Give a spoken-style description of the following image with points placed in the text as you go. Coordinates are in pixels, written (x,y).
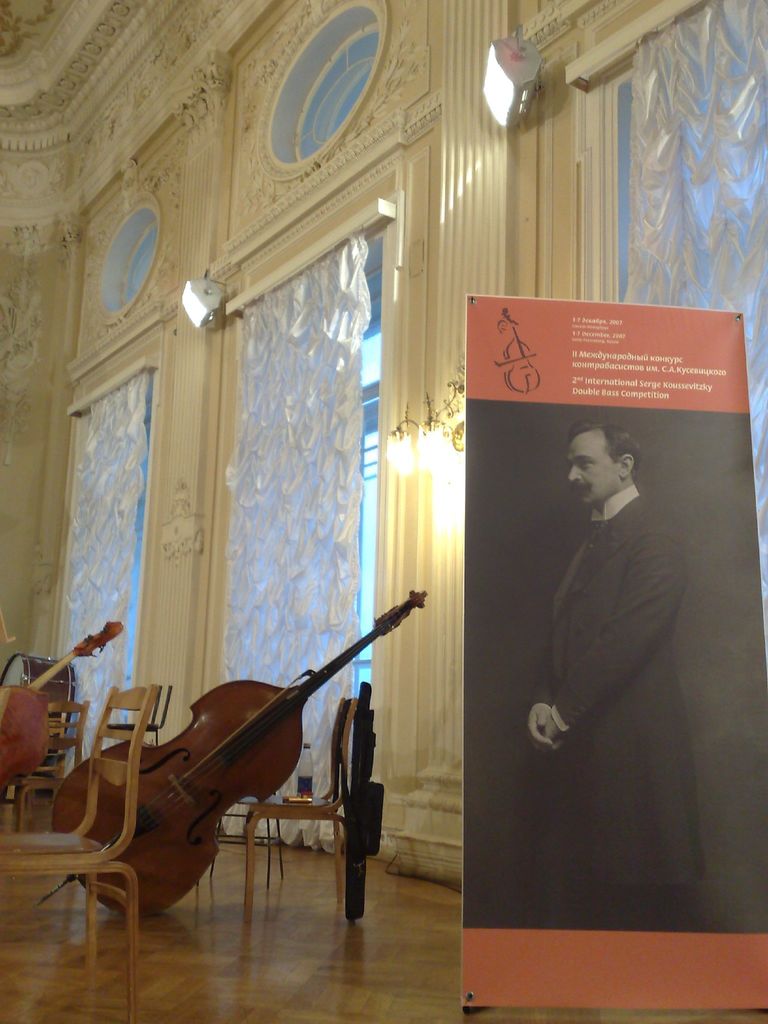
A flex board (582,568) is placed beside few musical instruments (23,690) on chairs (127,728).
